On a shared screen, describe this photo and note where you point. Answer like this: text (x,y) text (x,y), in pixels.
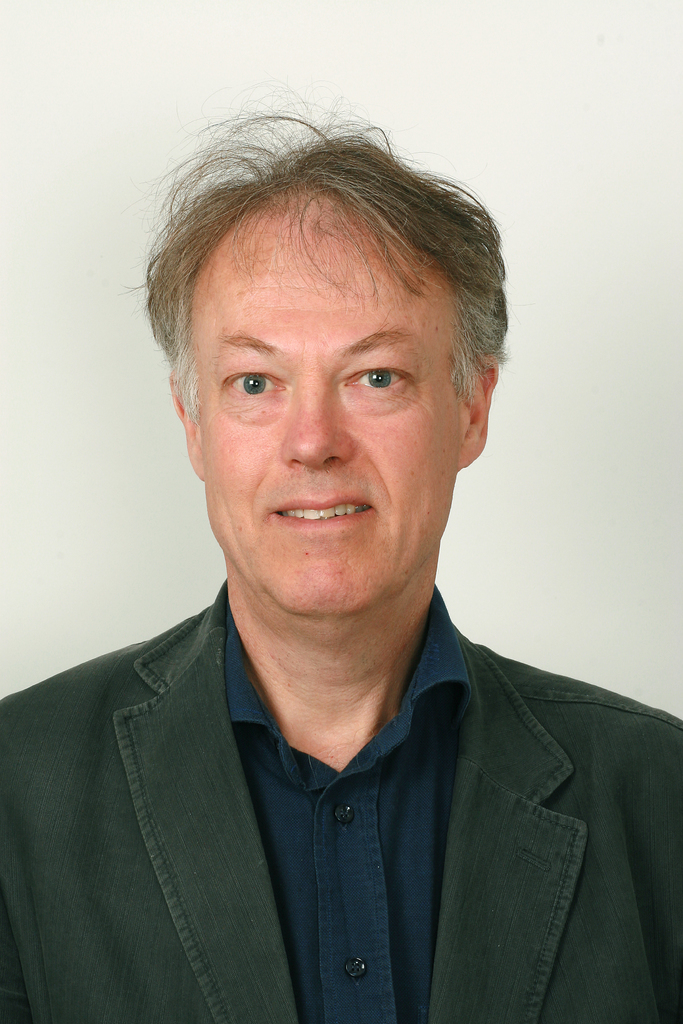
In this image we can see a man (208,507). He is wearing a shirt (317,933) and coat (230,912). The background (179,465) is white.
